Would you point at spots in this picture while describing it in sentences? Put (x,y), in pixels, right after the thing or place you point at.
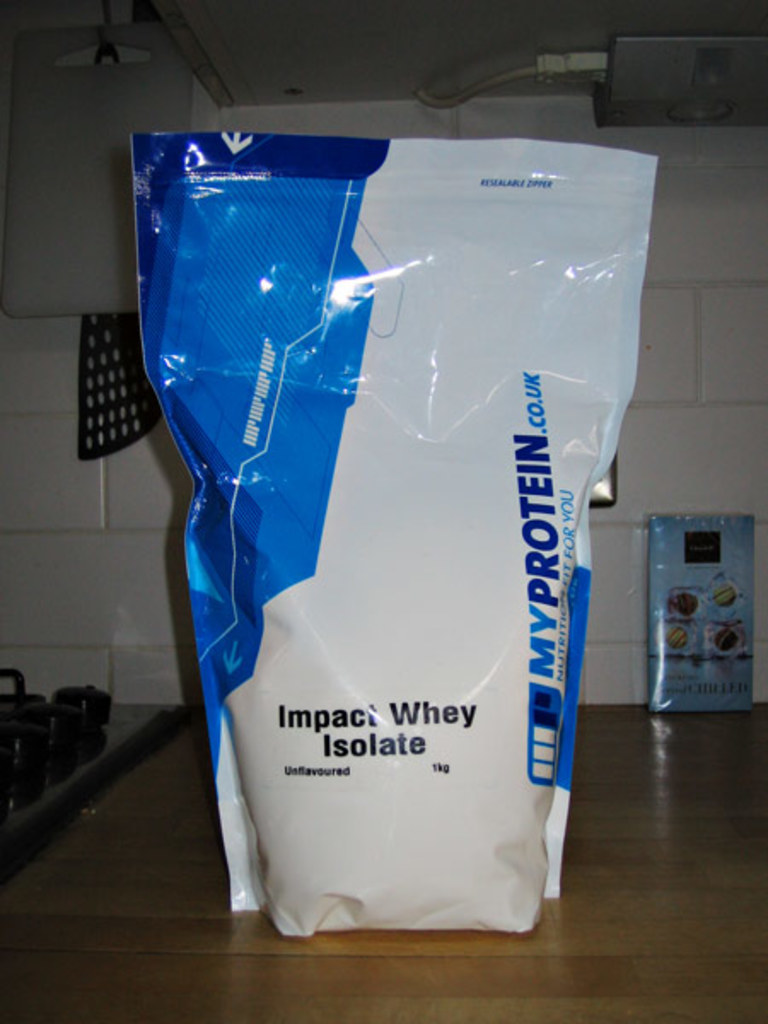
In this image I can see the packet (398,601) which is in white and blue color. And there is a name my protein (519,441) is written on it. It is on the brown color surface (83,1004). To the left (47,775) I can see the black color object (62,716). In the background (65,655) I can see the white wall (676,400) and there is a blue color board (672,600) can be seen.
